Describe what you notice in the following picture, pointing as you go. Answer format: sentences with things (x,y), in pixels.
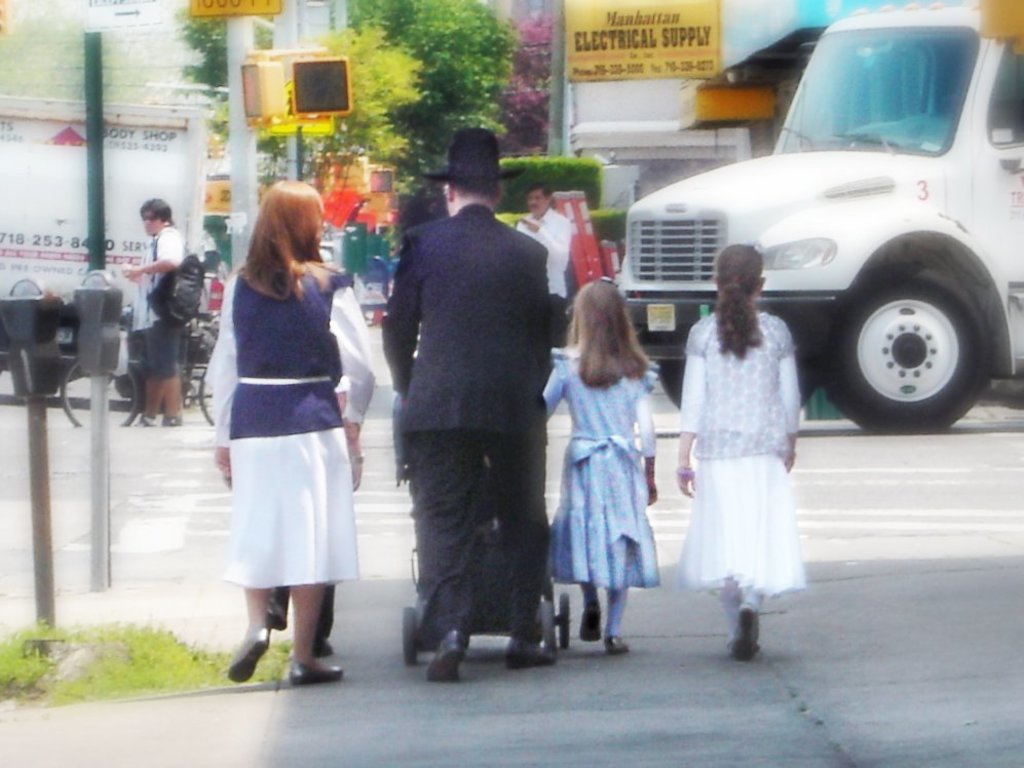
In this picture there is a man (527,537) who is wearing hat (501,174), trouser (437,598) and shoe (510,652). He is holding a baby trolley (553,628), beside him there is a woman (274,464) who is wearing white dress (301,477), blue jacket (301,427) and shoe (233,668). Beside him there are two girls (599,422) who are walking on the road (886,436). In the back (557,252) there is a man (557,250) who is wearing white shirt (558,259) and black trouser (558,326). He is standing near to the white truck (803,259). On the left (190,301) there is a man (164,225) who is wearing goggles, bag (179,282), shirt (174,237), short (152,330) and shoes (170,414). He is standing near to the bicycle (205,349). Beside him I can see the pole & boards (296,72). In the bottom left (9,668) I can see the machine (32,305) and grass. In the background (502,54) I can see the buildings (570,137), banner (586,50), trees (418,59) and poles (242,124).
